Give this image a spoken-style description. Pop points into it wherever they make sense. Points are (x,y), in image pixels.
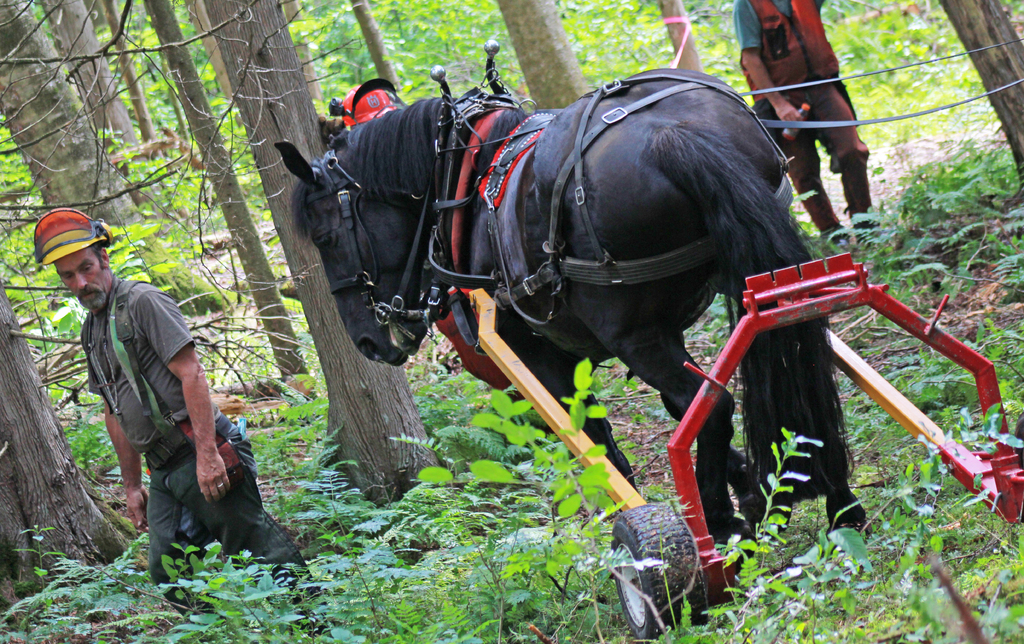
In this image we can see three persons (132,395) standing, among them one person (797,148) are holding a bottle (803,117) and also we can see a horse (545,327) and a metal object (547,394) on the ground (629,433), there are some trees (375,404) and plants (571,550).
